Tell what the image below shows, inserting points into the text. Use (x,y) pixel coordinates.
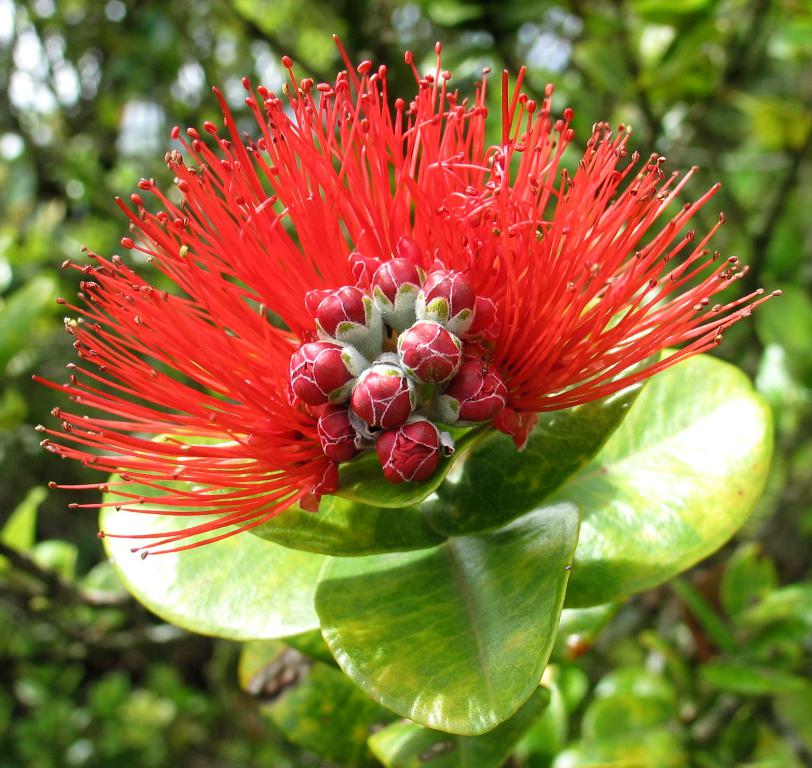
There is a plant (346,416) with a red flower (378,332).
